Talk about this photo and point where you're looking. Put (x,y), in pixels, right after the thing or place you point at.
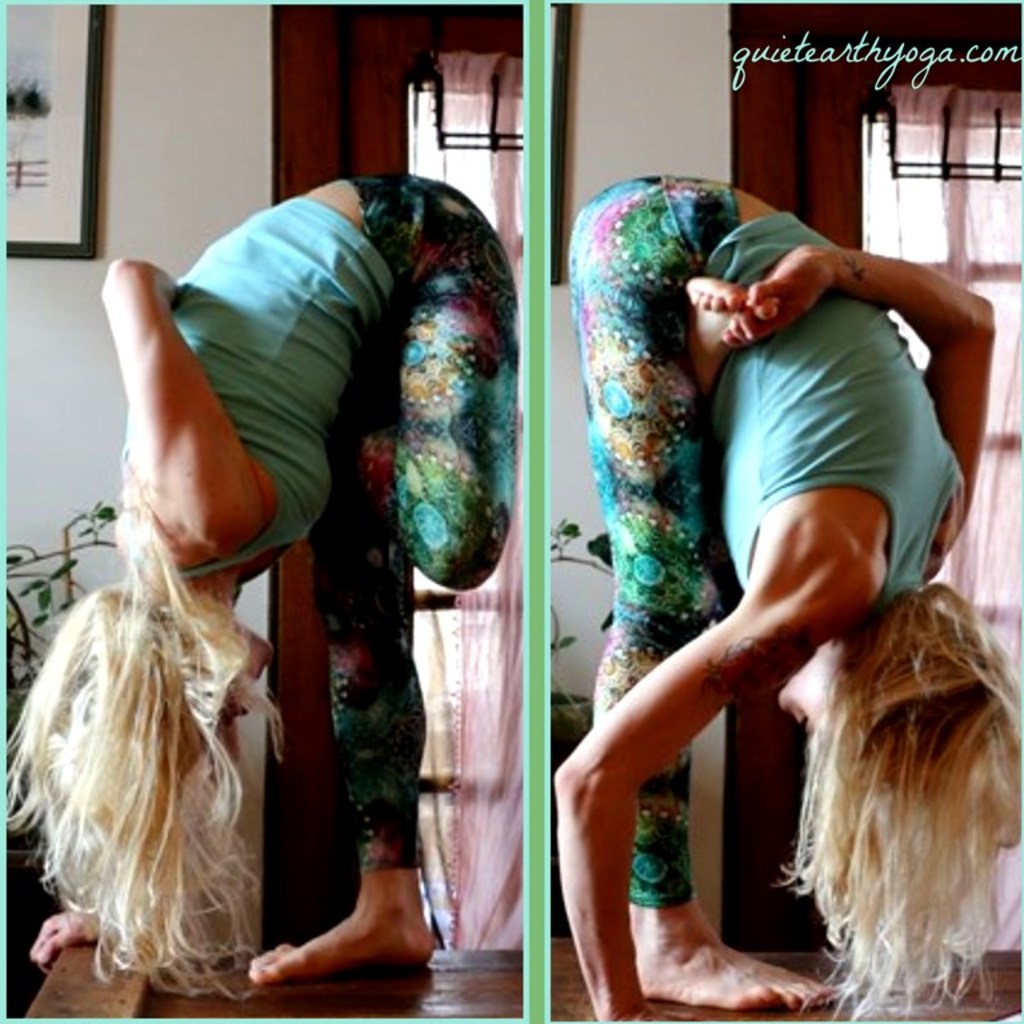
There is a collage image of two different pictures of a same person (675,197). In this image, we can see a person (630,289) wearing clothes (657,629) and doing stretching exercise in front of the window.
